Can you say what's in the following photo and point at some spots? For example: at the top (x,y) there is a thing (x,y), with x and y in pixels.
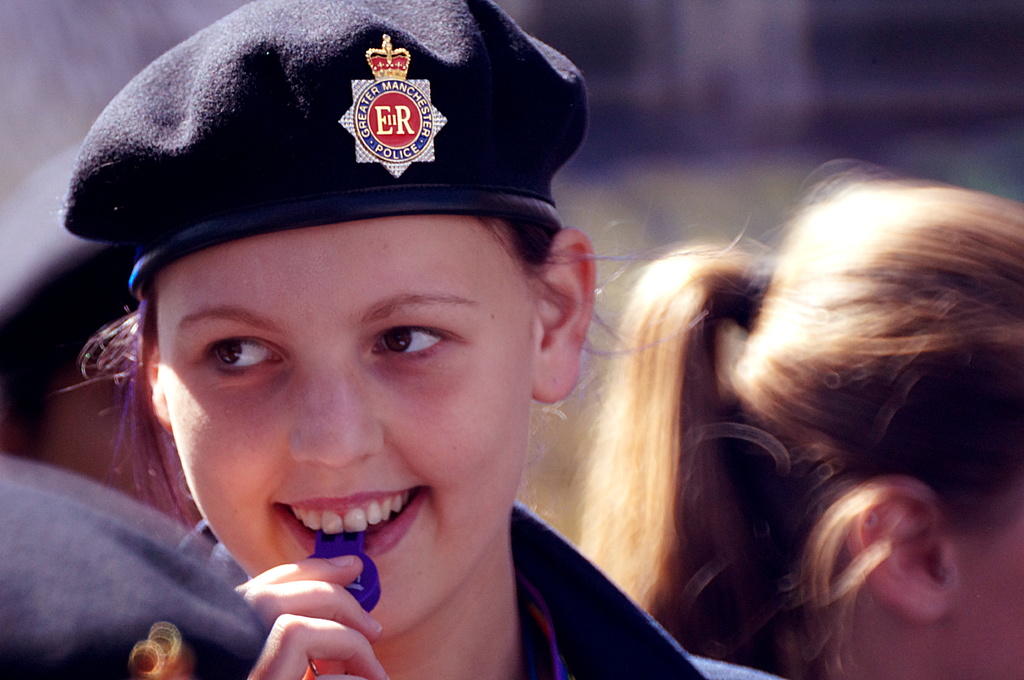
In this picture we can see a woman (303,479), she is smiling, she is wearing a cap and in the background (598,430) we can see persons (27,535).
